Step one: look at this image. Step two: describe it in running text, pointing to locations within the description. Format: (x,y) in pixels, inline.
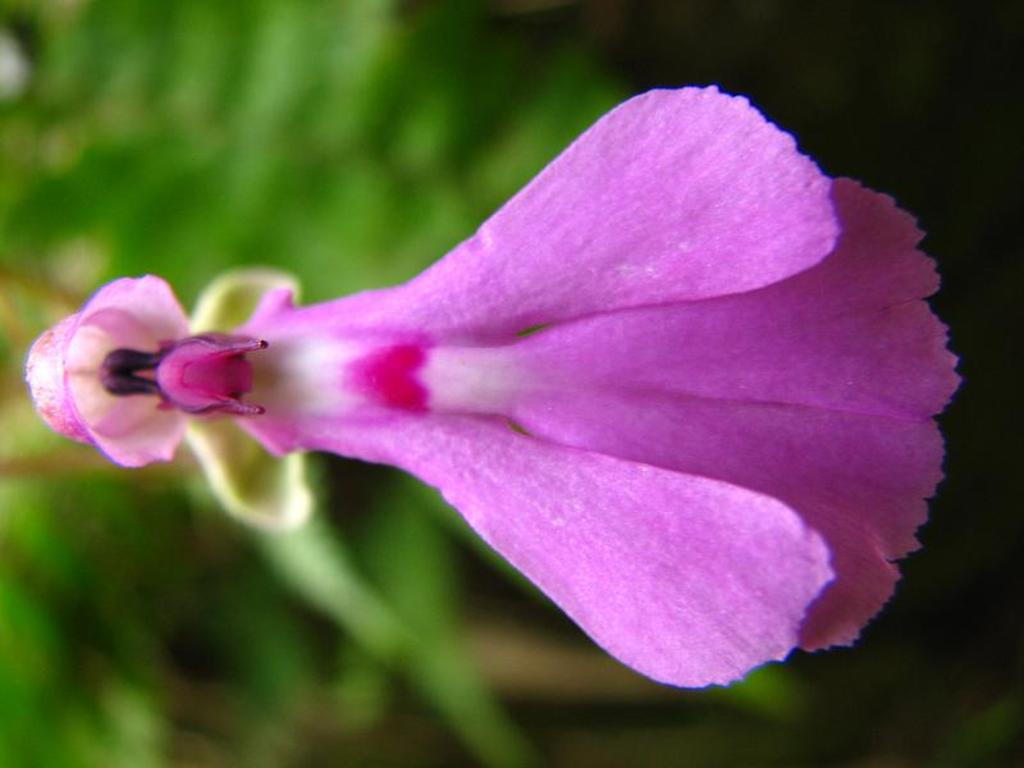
In the center of the image (519,440), we can see a flower (494,386) which is in purple color and in the background (482,140), there are trees (296,193).
